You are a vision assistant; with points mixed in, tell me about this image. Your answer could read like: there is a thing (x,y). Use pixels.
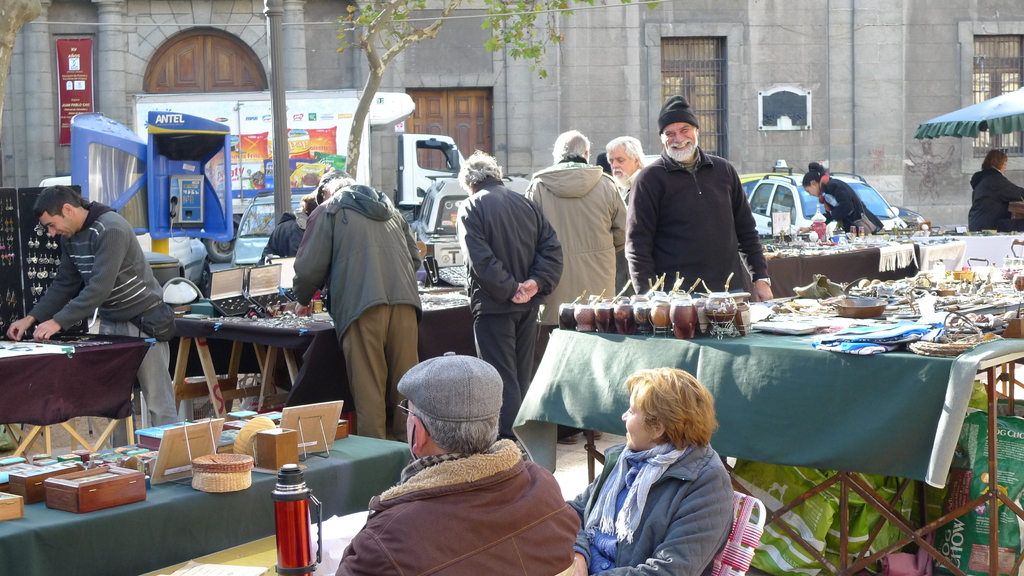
In the middle of the image (619,224) few people (588,293) standing. Top right side of the image (811,114) there is a building (1015,19) and window (1008,70). Right side of the image (928,127) there is a tent (957,129), Under the tent (977,107) there is a person (976,194). Bottom right side of the image (737,412) there is a table (980,345), On the table (891,292) there are some few products (887,295). Bottom left side of the image (24,564) there is a table (349,473), On the table (336,464) there are some products (68,467). In the middle of the image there is a pole (274,4), Beside the pole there is a tree (371,17). Behind the tree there is a vehicle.
